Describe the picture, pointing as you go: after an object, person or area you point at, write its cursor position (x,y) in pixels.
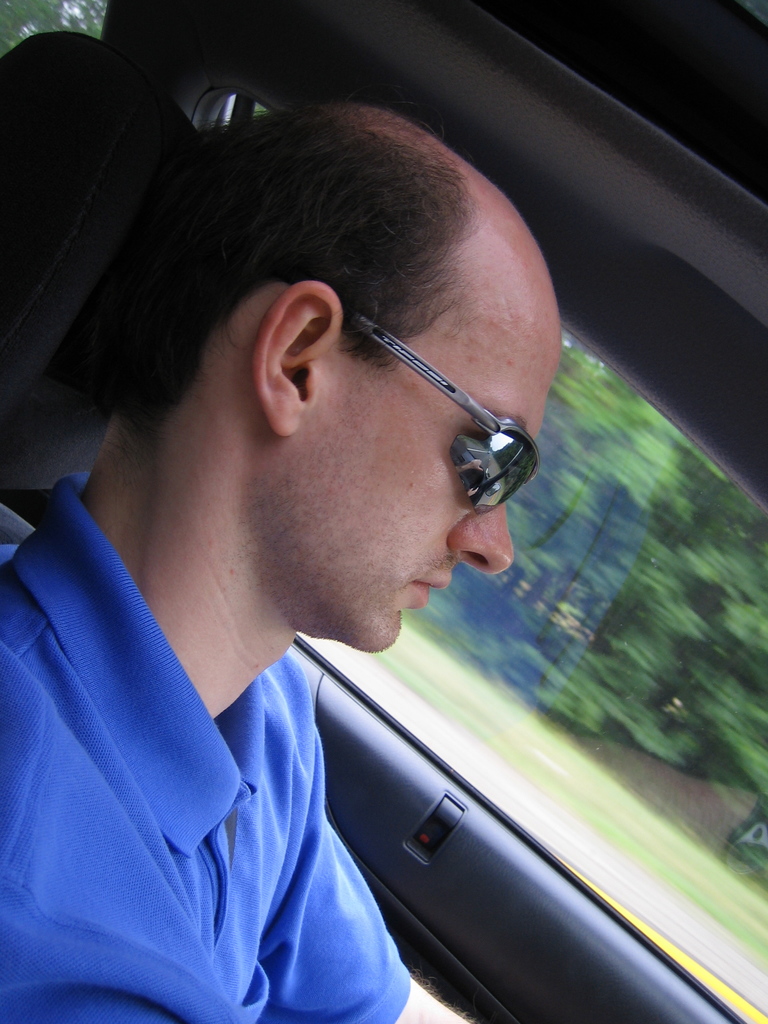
In this picture there is a man (178,771) with blue t-shirt (124,630) is sitting inside the vehicle (532,880). Behind the mirror (750,1008) there are trees (676,692) and there is a reflection (726,864) of a hand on the mirror (591,745). At the bottom (619,855) there is a road (569,827) and there is grass (626,829).
